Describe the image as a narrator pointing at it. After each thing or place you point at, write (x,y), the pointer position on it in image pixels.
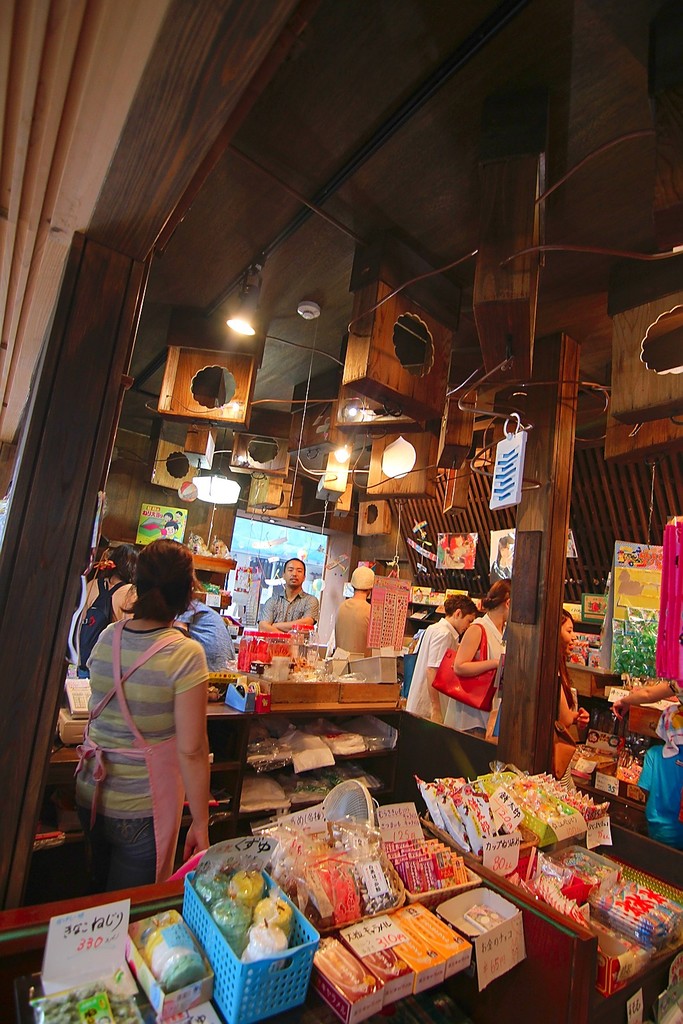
In this picture we can see group of people (167,589), we can find few boxes (384,967), trays (192,892) and other things (358,845) on the tables (396,779), also we can see few more things (591,710) in the racks (588,677), in the background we can find few lights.
